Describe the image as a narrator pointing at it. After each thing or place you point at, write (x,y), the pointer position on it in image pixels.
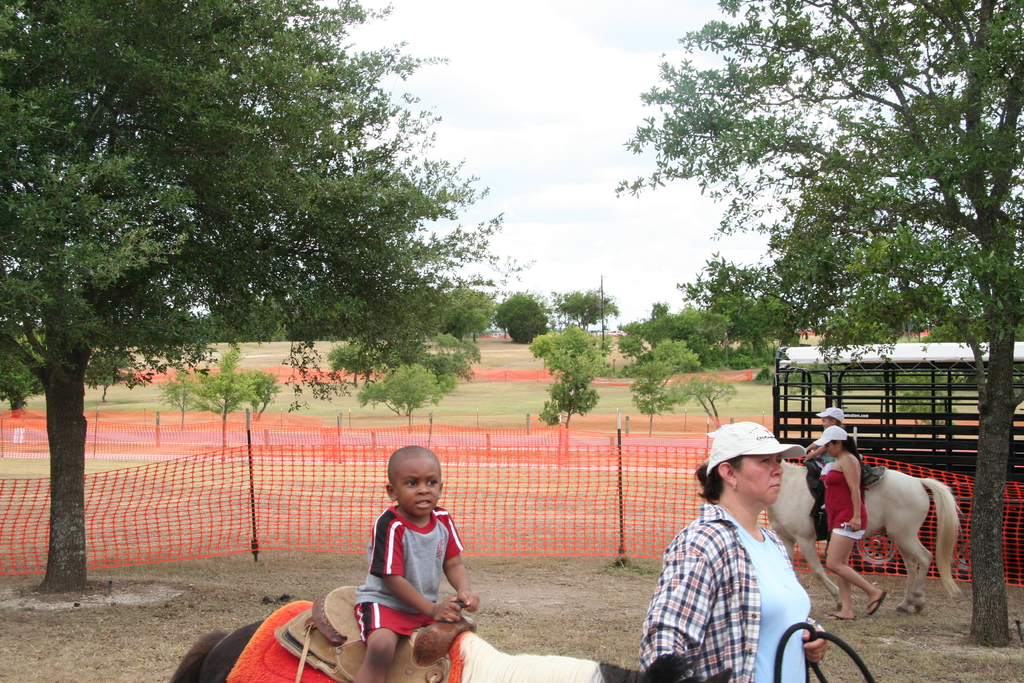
There are two women (686,562) standing and two kids (451,571) riding the horses (483,662). I can see two horses (872,515). This is a vehicle (941,428). At background (194,391) i can see trees (540,337), sky (555,120). This is a red colored cloth (299,504) tied around.
